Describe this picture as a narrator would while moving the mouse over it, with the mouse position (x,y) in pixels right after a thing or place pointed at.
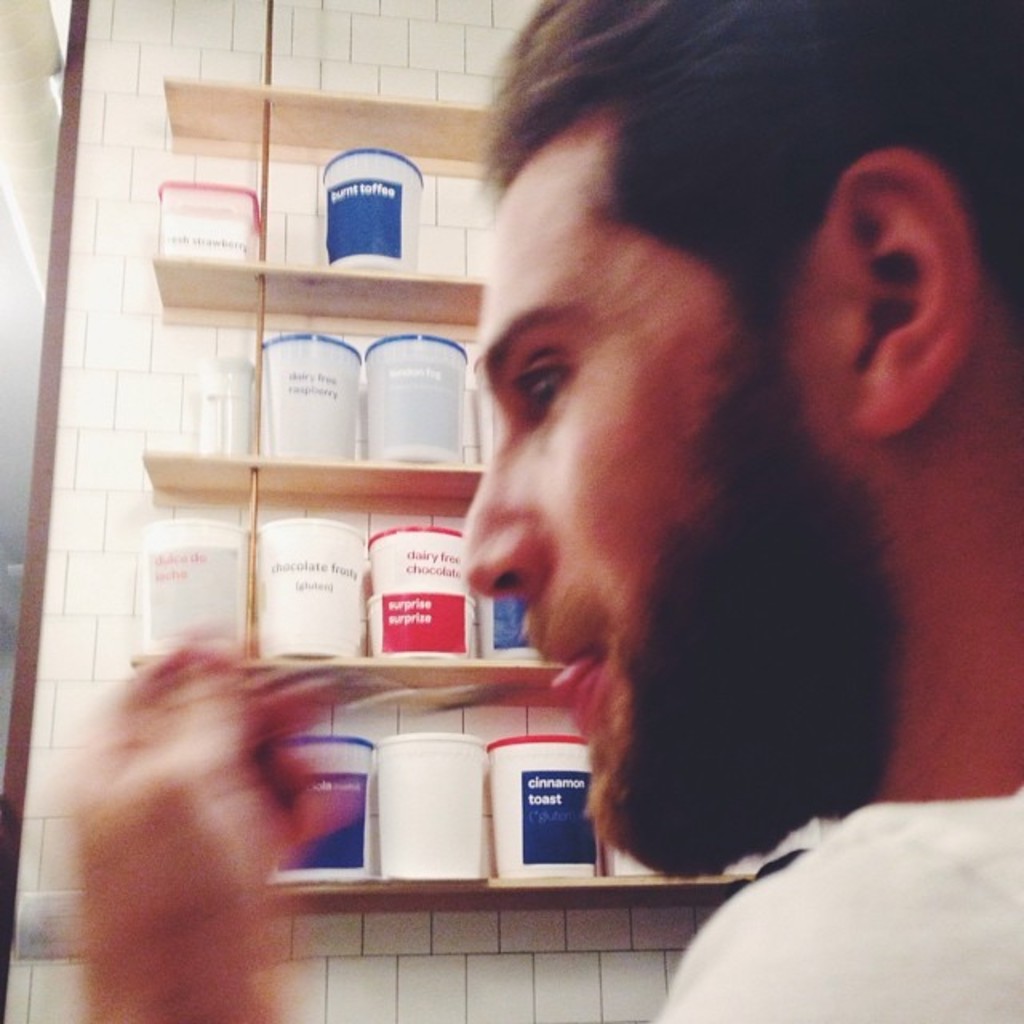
In this image I can see the person (713,730) with the white color dress (817,940). To the side of the person (258,781) I can see the colorful boxes (237,552) on the shelf (211,496).
